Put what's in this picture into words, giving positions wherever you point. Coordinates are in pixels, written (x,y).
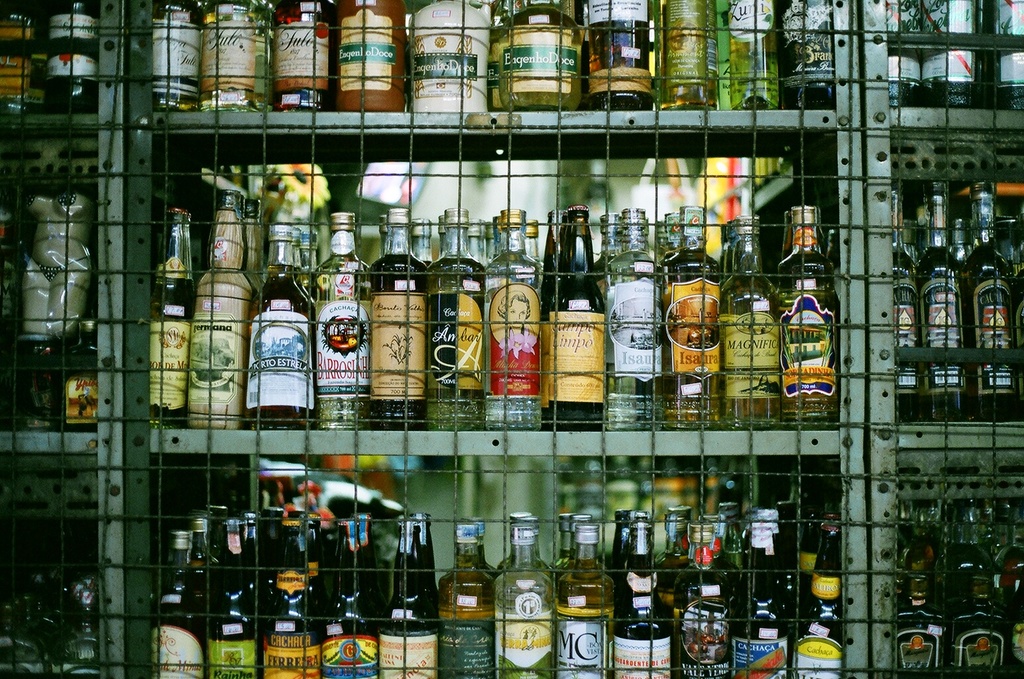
In this image, There are some wine bottles (718,628) which are kept in shelves (141,333) which are covered by a fence (656,92).
